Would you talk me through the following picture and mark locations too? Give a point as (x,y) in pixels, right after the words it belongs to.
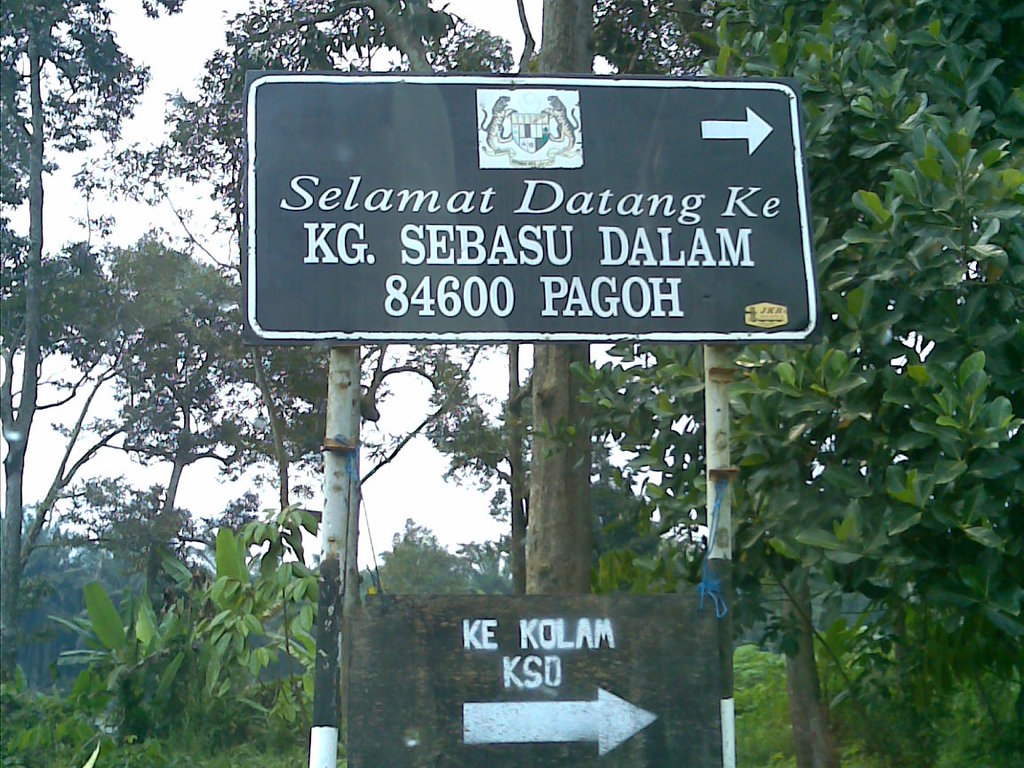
In this picture we can see a direction board (514,81) and a few trees (963,45) in the background (998,60).
